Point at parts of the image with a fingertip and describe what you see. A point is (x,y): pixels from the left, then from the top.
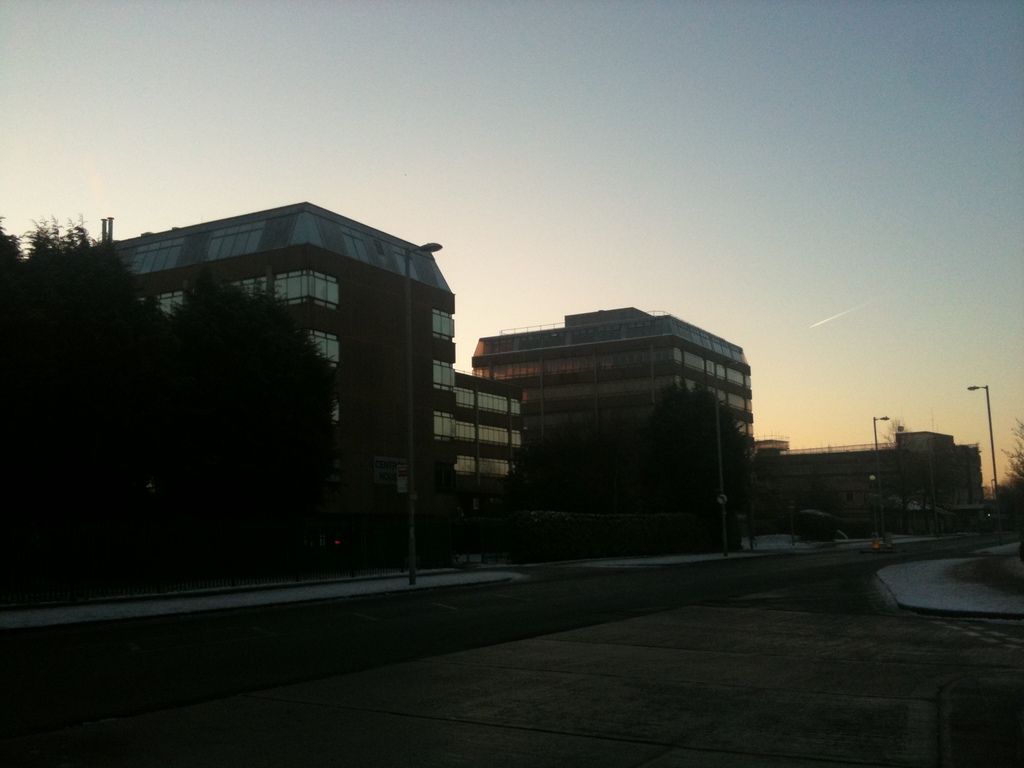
In this I can see an empty road (738,625) beside that there are some poles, trees (740,435) and buildings (372,473).
